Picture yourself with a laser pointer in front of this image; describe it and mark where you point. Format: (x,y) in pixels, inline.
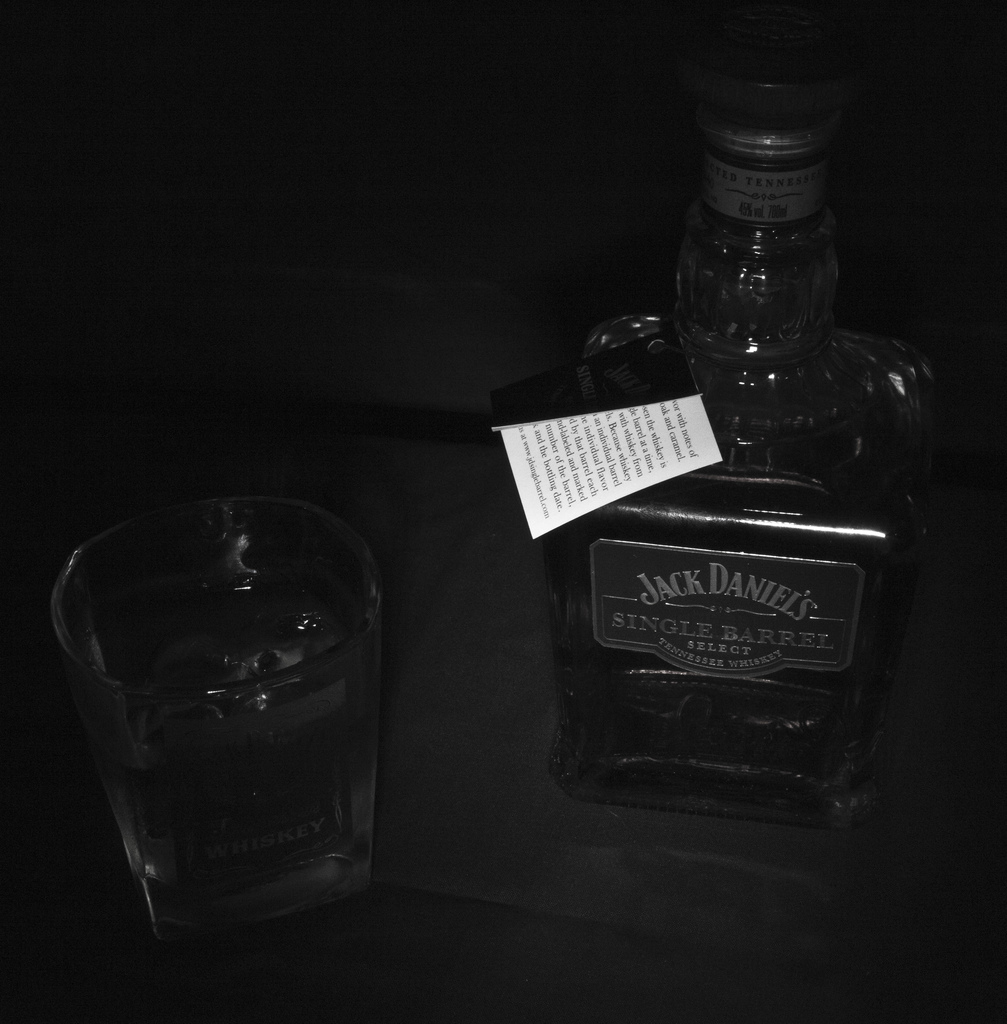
In this image in the front (601,604) there is a glass (241,719) and there is a bottle (751,596) with some text (725,586) written on it and on the bottle (743,585) there is a paper (600,476) which is white in colour with some text (652,442) on it.
